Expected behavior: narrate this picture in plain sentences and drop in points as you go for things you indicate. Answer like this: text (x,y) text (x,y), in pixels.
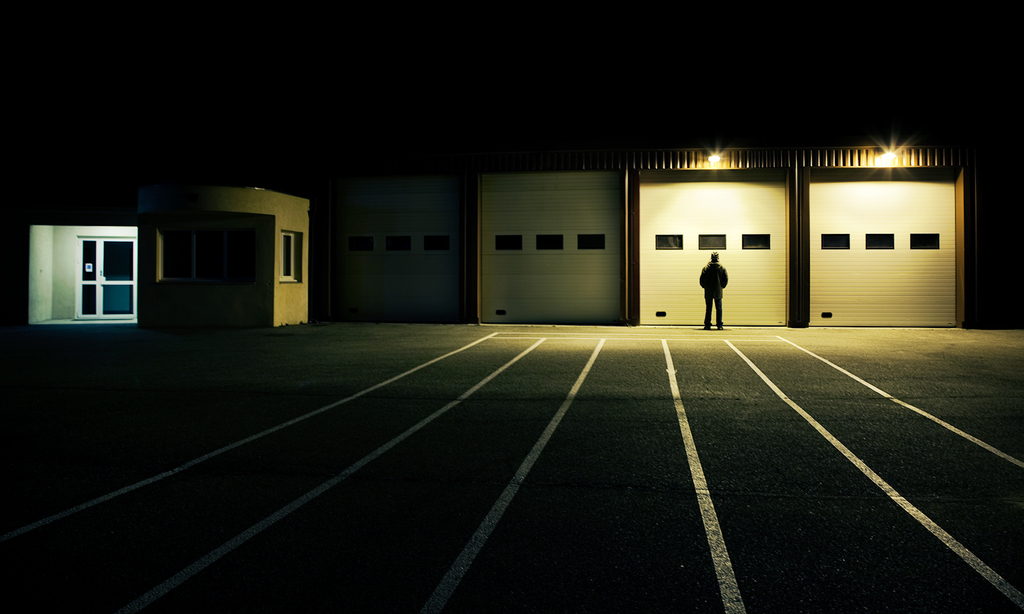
In the picture we can see a path (629,524) to it, we can see some white color lines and some far away from it, we can see some house construction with a door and glass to it and besides, we can see walls (873,168) with windows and in front of it we can see a man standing and we can see two lights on it.
